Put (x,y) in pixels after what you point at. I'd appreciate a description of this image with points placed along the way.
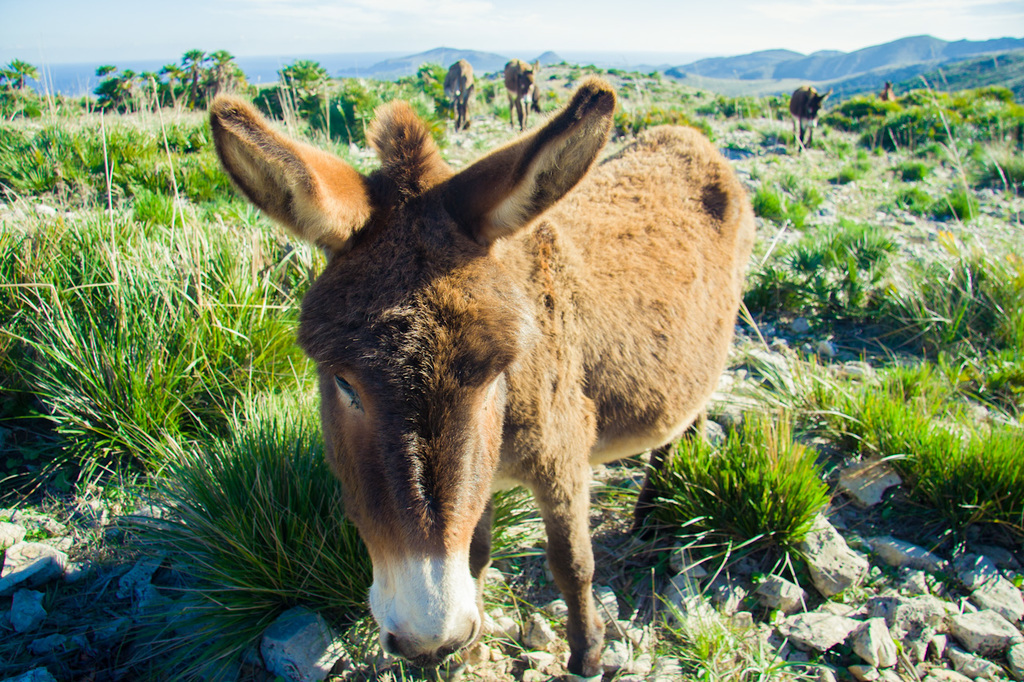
In this picture we can see donkeys (468,84), grass (768,674), stones (857,567) and trees (197,102). In the background of the image (936,49) we can see hills (909,50) and sky (652,35).
